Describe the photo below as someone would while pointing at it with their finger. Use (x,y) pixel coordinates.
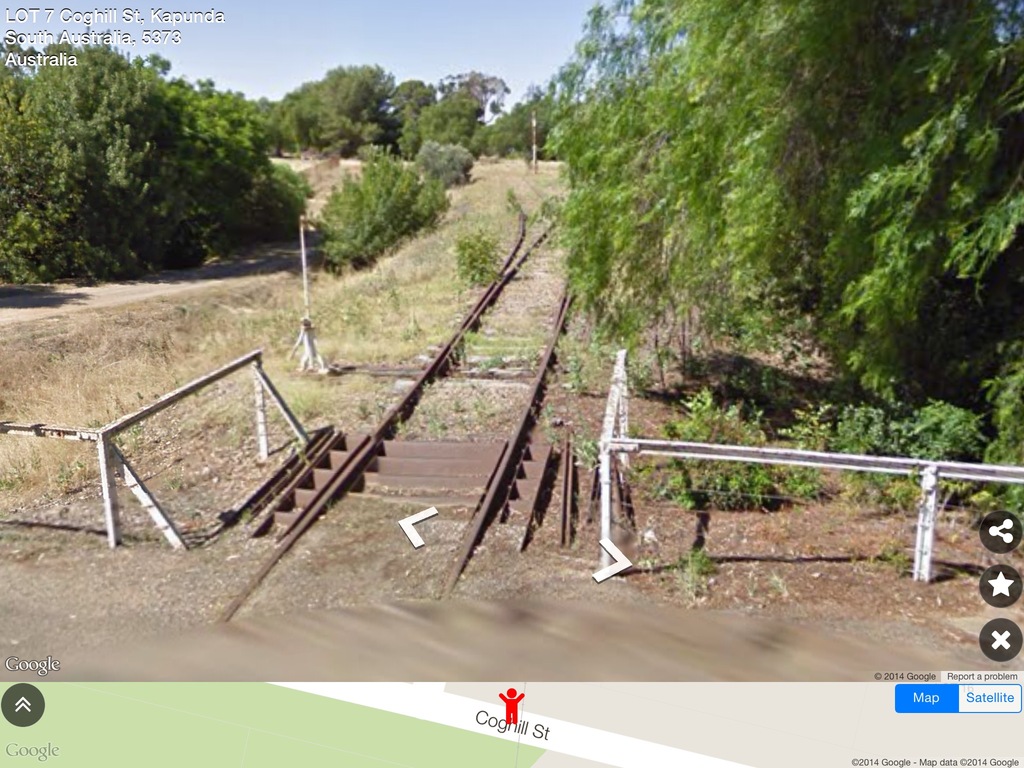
In this picture we can see the railway track (432,474), beside that there are steel fencing (757,451). On the right (732,70) and left side (77,168) we can see many trees (979,156), plants (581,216) and grass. At the top (423,7) there is a sky (441,4). In the top left corner (21,9) there is a watermark (126,14). At the bottom (626,704) we can see the map (520,746).
